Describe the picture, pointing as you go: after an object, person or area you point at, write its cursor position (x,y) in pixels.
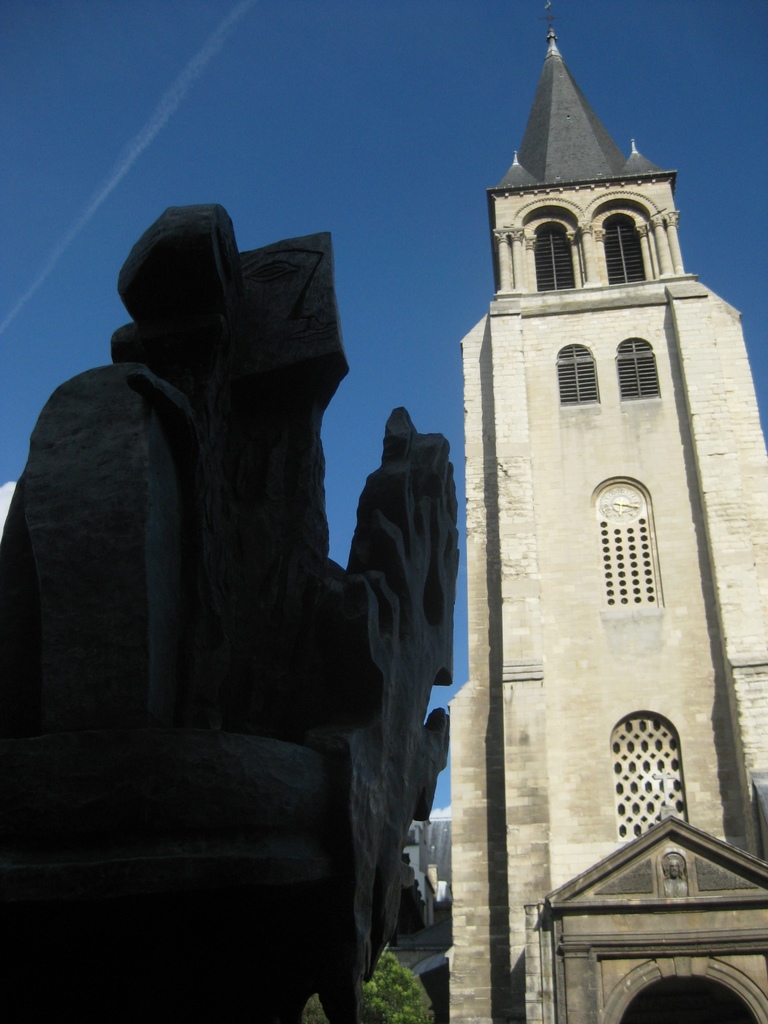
In this image I can see a building (482,521), sky (309,151) and here I can see a tree (390,971). I can also see an object (373,507) over here.
